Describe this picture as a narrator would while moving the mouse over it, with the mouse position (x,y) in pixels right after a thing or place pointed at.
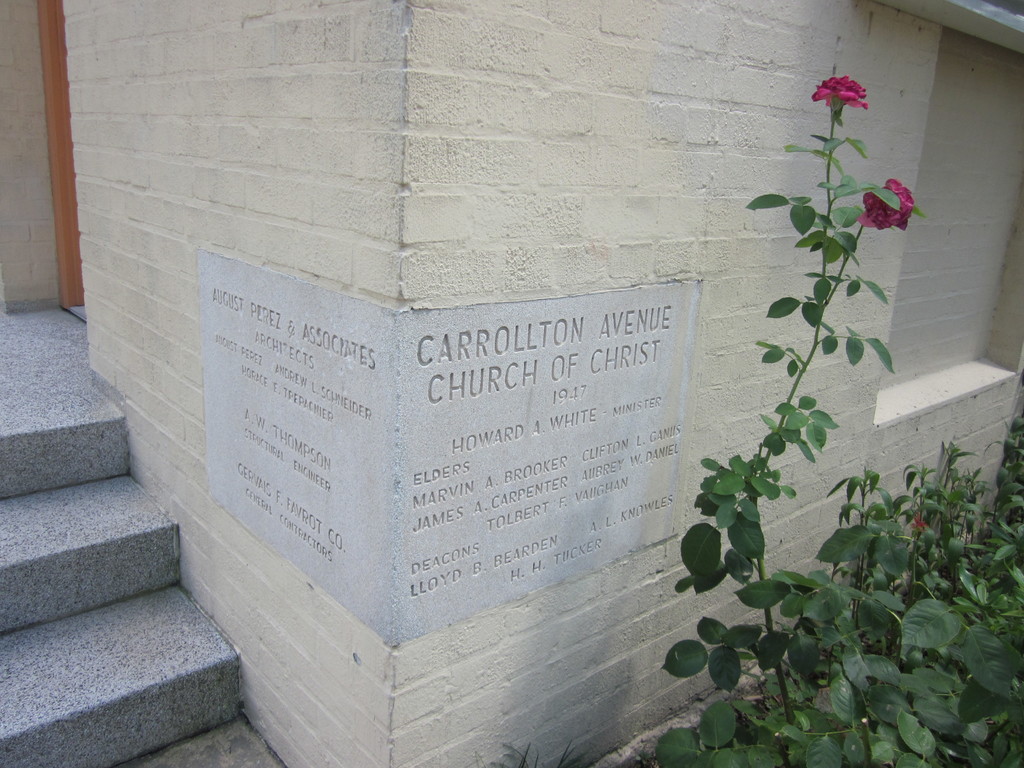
Here I can see a wall (643,281) on which there is some text (467,446). On the right side (911,666) there are few plants (979,626) along with the flowers (901,202). On the left side (48,486) there are stairs (86,616).
